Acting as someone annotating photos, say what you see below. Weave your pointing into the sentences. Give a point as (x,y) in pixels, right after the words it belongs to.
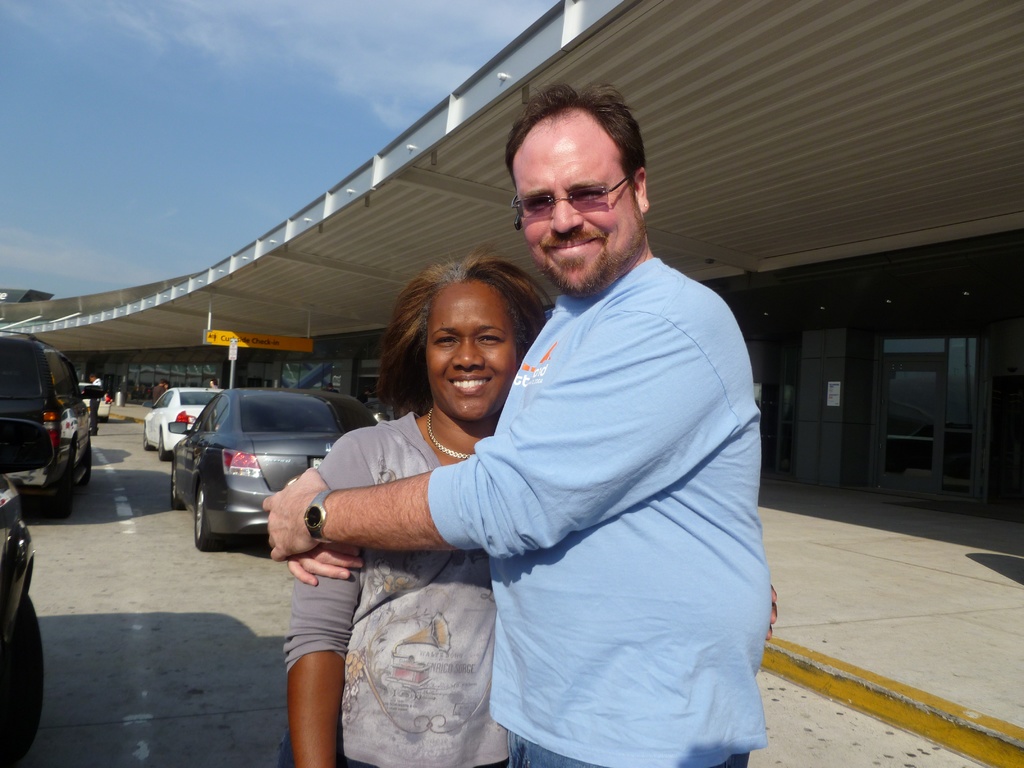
In this image we can see a man (543,541) and women (389,651). In the background (221,492), we can see cars (200,442) on the road (124,704) and building (689,148) with glass door (928,381). There is the sky (229,102) in the top left of the image (87,58).
